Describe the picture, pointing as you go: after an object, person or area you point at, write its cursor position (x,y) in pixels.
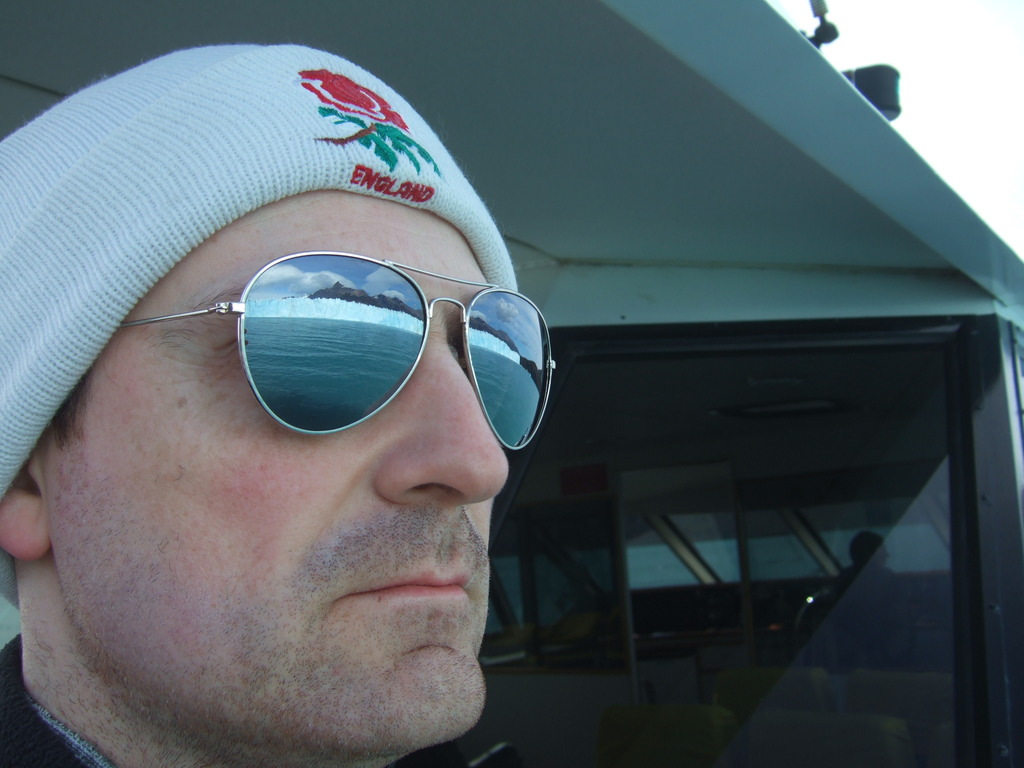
This picture shows a man (224,338). He wore sunglasses (491,345) on his face (287,221) and a cap (452,205) on his head (300,233), It is white in color and we see a glass window (794,407).
